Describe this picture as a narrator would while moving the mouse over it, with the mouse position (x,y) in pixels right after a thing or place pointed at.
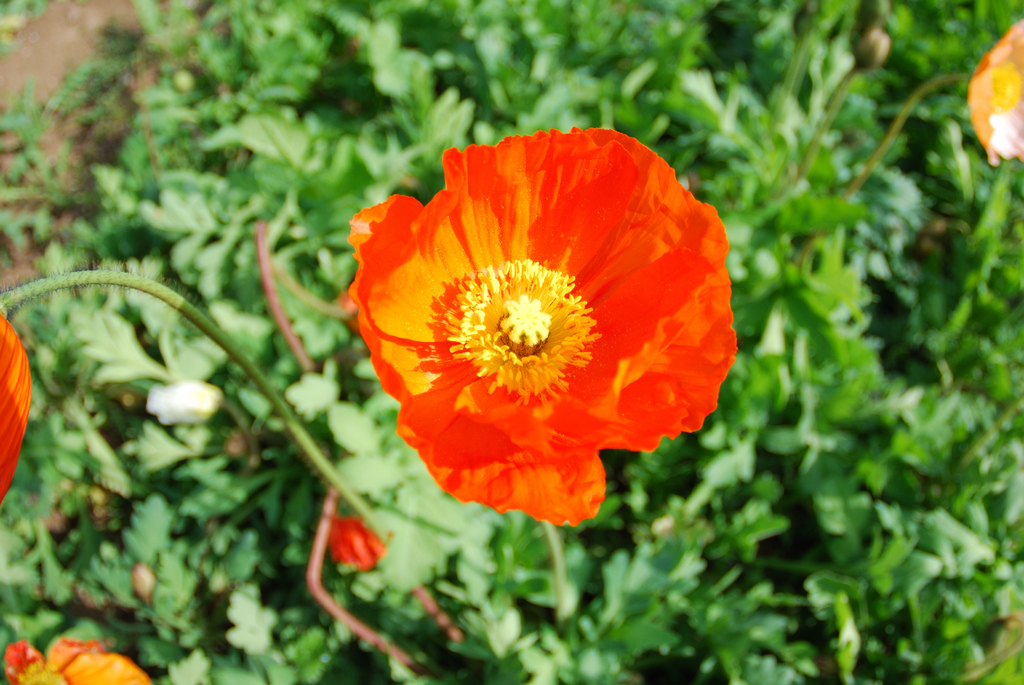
In this picture I can see the flowers (450,295) in front (599,237) which are of red in color and in the background (276,226) I see the plants (390,532).
